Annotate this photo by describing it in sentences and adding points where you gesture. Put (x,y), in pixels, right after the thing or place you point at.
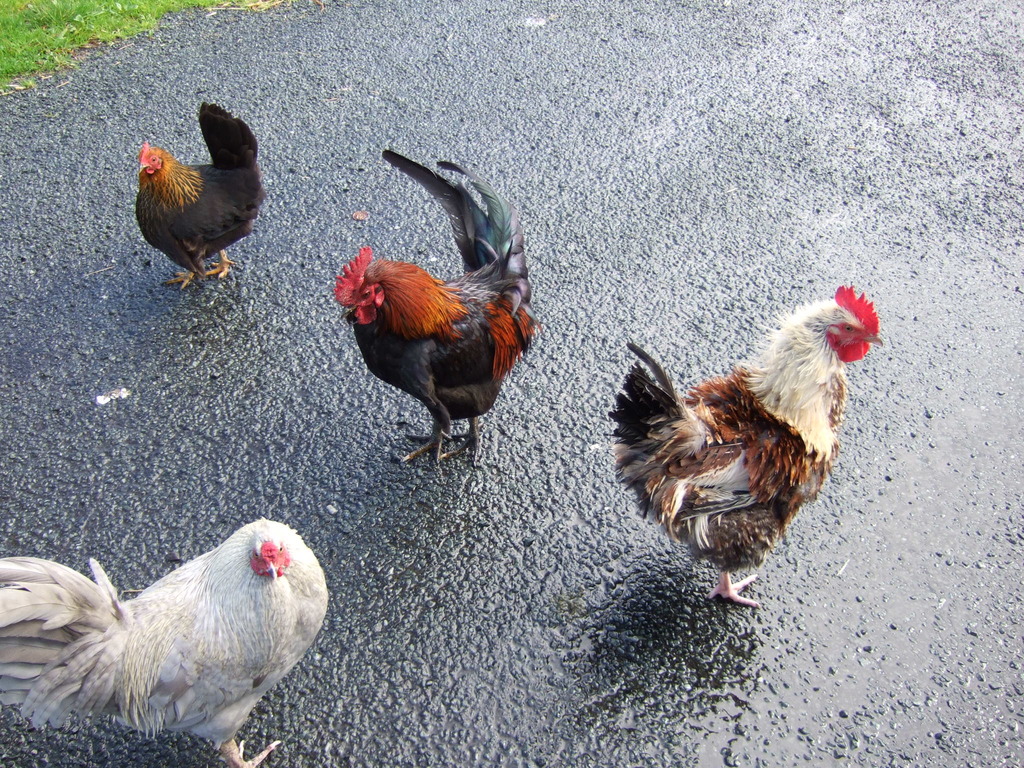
In this image, we can see roosters (635,344) and hens (161,185) on the road (678,134).
